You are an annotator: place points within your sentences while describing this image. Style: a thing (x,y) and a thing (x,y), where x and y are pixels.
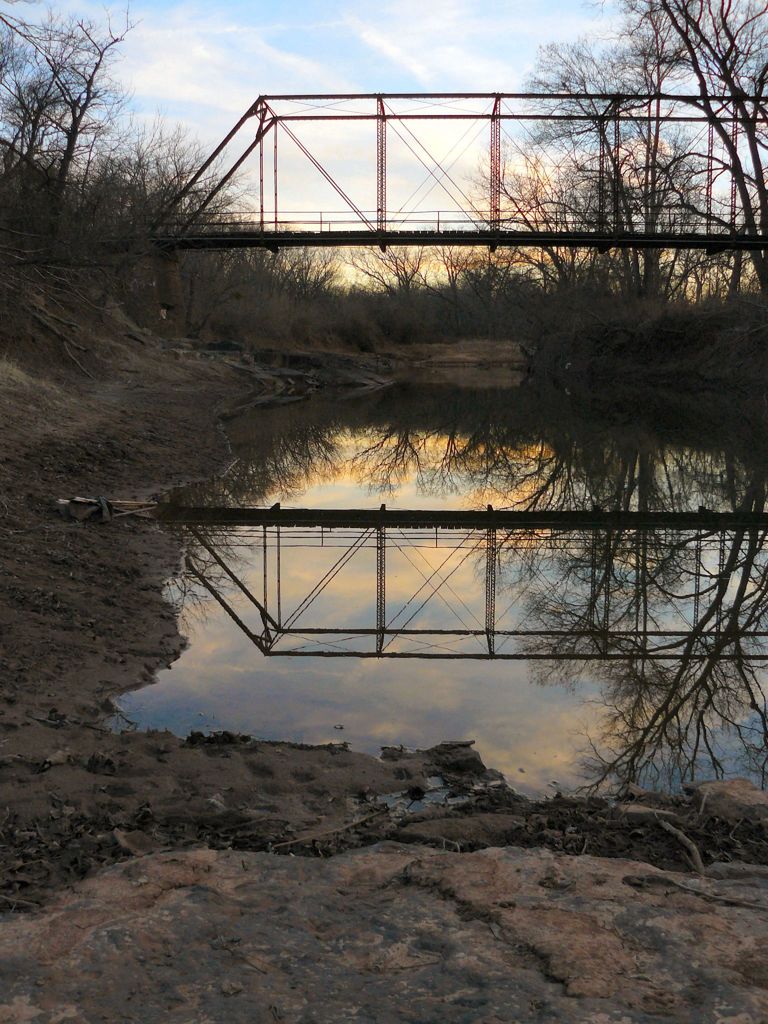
In this picture we can see water (595,641), around we can see some trees (68,152) and we can see bridge (448,192).
